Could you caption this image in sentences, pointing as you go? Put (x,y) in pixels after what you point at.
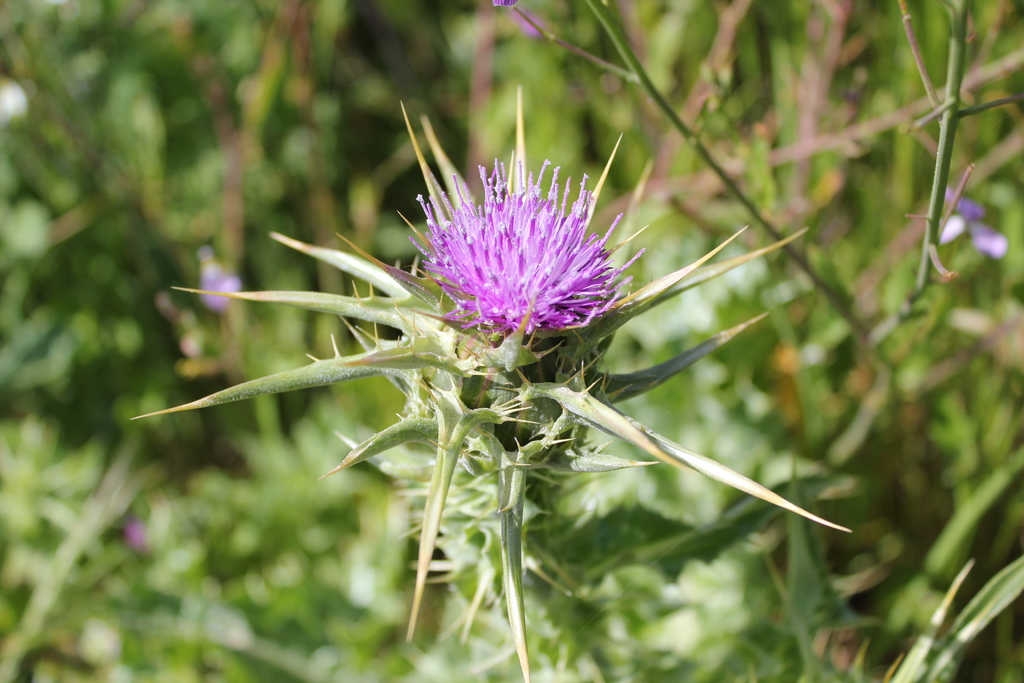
In this image we can see a flower (531,248) which is in violet color is grown to the plant (548,352) and in the background of the image (261,275) we can see some plants (258,430), leaves (339,407) and bushes (337,211).
